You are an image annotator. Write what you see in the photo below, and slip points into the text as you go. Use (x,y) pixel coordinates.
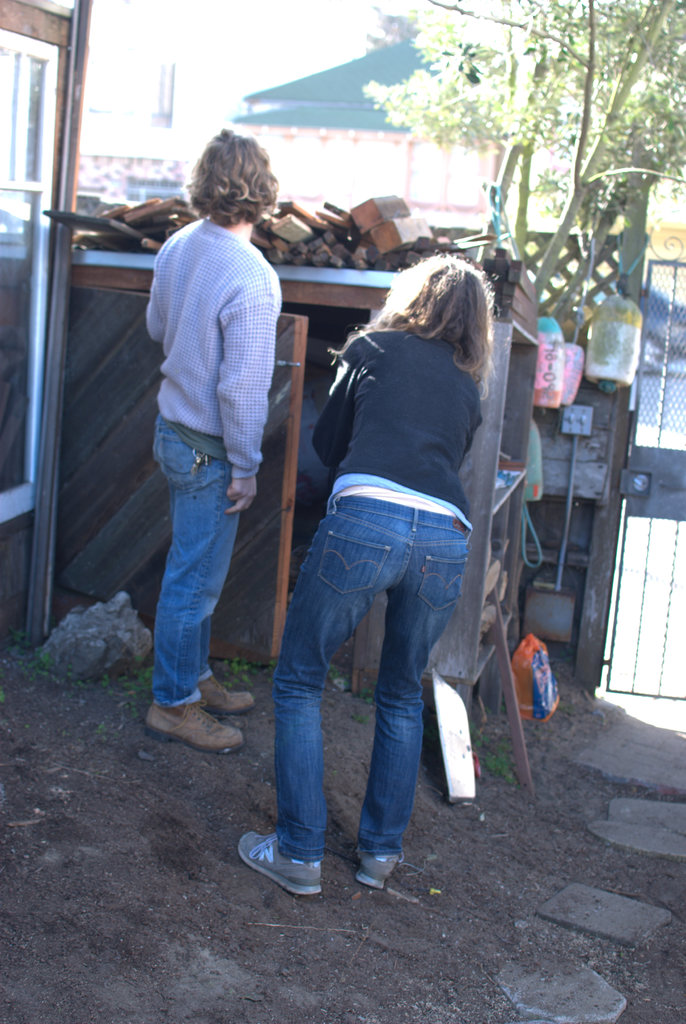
There are people (184,487) standing in the foreground (240,514), it seems like a door (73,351) on the left side (74,348) and there is a wooden cupboard (350,274), it seems like firewood (337,247) and other items (539,392) in the center (284,368). There is a gate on the right side (620,575) and there are houses (366,70), plants (527,145) and sky (232,88) in the background area (437,132).
